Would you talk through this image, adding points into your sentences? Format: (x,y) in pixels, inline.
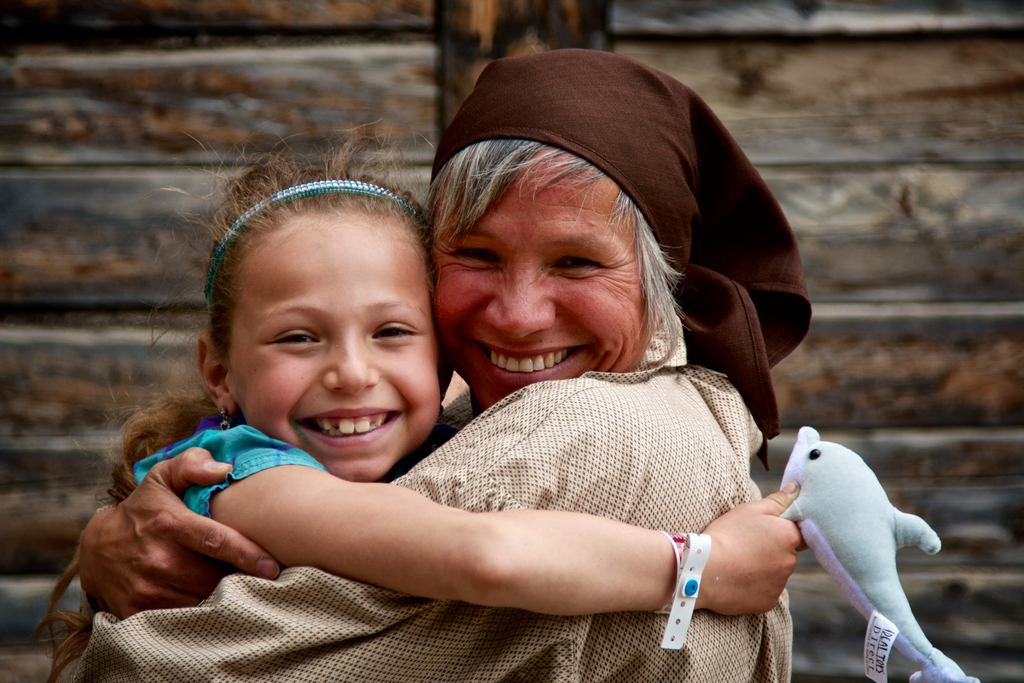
In this image I can see two people (281,320) are smiling and wearing different color dresses (510,432). One person (546,571) is holding a fish toy (830,484). Back I can see the brown and black color.
